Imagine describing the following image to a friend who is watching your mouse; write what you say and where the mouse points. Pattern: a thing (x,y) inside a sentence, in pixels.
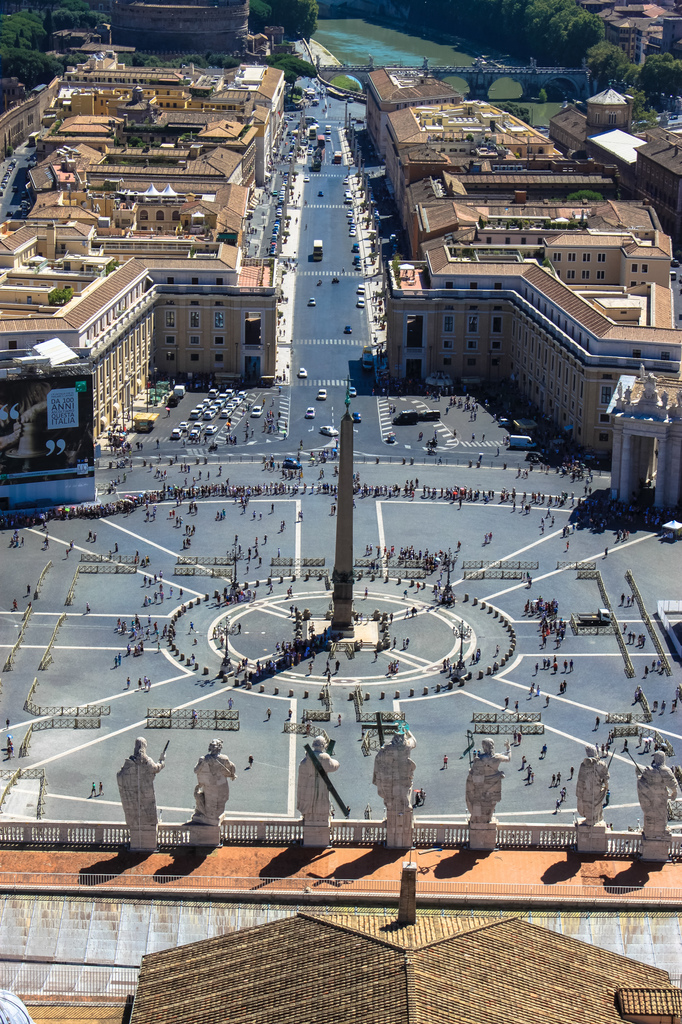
In this image we can see many buildings (502,295). There are many trees (568,21) in the image. There is a road (361,271) in the image. There are many vehicles (321,241) in the image. There are many statues (312,809) in the image. There is a river (382,50) in the image.
